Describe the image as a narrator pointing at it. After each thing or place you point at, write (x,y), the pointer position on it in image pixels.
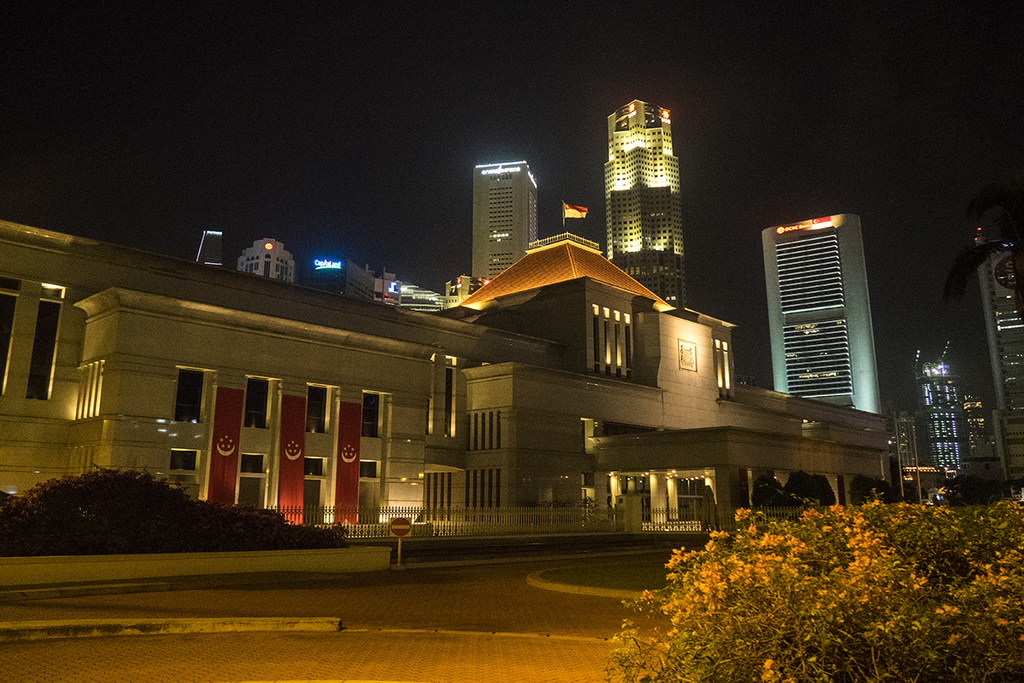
In the foreground of this image (764,652), there are flowers (851,589) to the plants (904,650) in the right bottom corner (1001,663). At the bottom (391,664), there is a pavement (425,656). In the middle (476,439), there is a building (442,447), few plants (155,535), railing (502,523) and a flag (567,216) on the building (589,252). In the background (565,221), there are buildings (640,213) and the dark sky (492,86).
